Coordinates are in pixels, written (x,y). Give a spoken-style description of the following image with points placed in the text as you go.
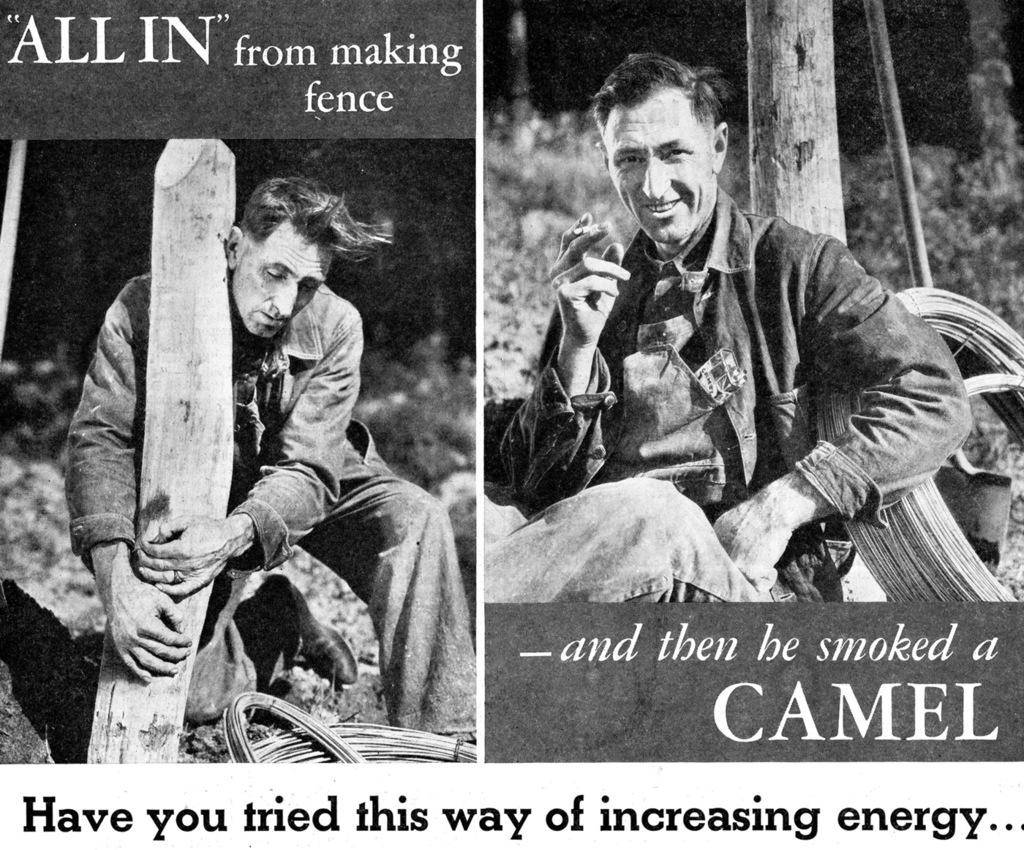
This is a poster. In this image there is a man (370,572) holding the wooden object (205,460) and there is a wire (325,719) and there is a man (786,263) sitting and holding the cigarette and there is wire (941,521) and tool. At the back (721,49) there are trees (721,49). At the top (245,55) there is text (322,101). At the bottom (770,731) there is text (723,819).
